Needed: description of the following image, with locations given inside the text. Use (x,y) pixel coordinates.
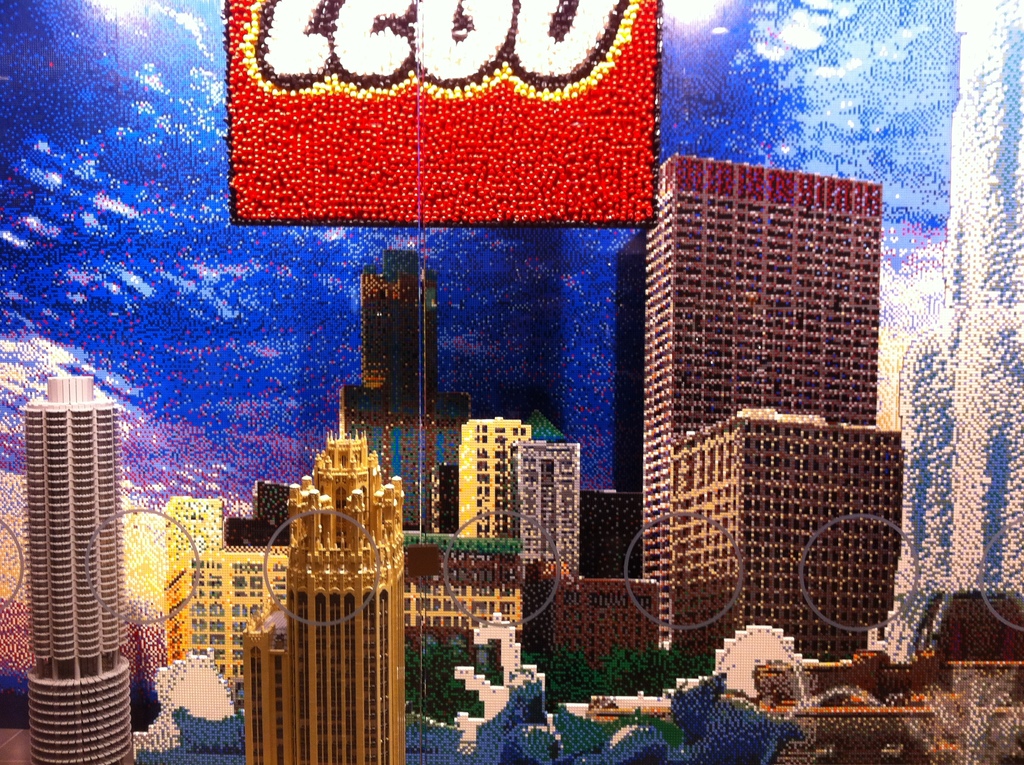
This image is a graphics and here we can see buildings (537,495) and trees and at the top (394,83), there is some text (454,72) written.
